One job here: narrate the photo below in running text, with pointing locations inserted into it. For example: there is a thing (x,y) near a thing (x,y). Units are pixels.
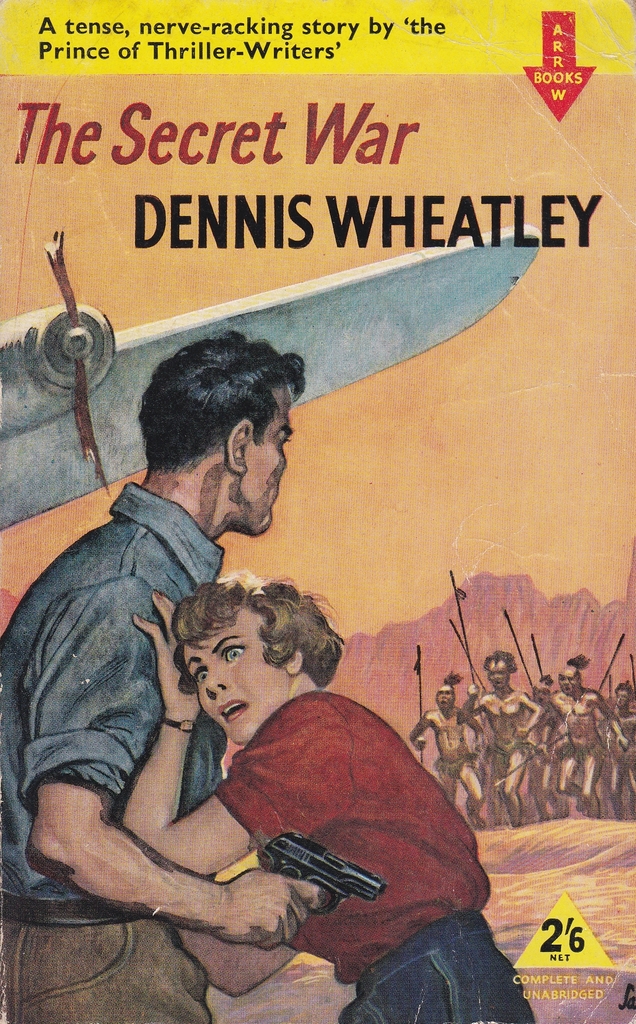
This image consists of a poster (316,425) with a few images (408,721) and a text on it and in this image there is a man (119,714) and a woman (310,791). A man (149,507) is holding a gun (287,855) in his hand (272,927) and a few people (470,702) are walking on the ground (536,855).
